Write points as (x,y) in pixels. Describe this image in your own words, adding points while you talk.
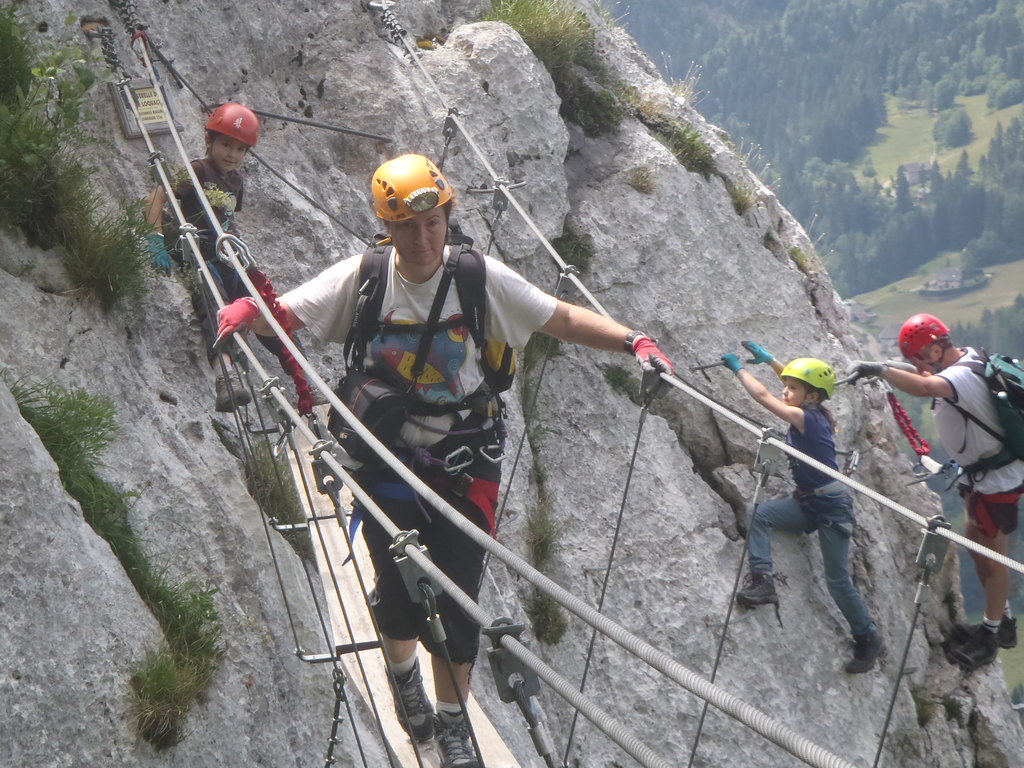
In this picture I can observe a person (403,357) walking in the middle of the picture (345,387). On the right side (795,444) I can observe two members (997,441). In the background (808,199) there are tree (719,92).
